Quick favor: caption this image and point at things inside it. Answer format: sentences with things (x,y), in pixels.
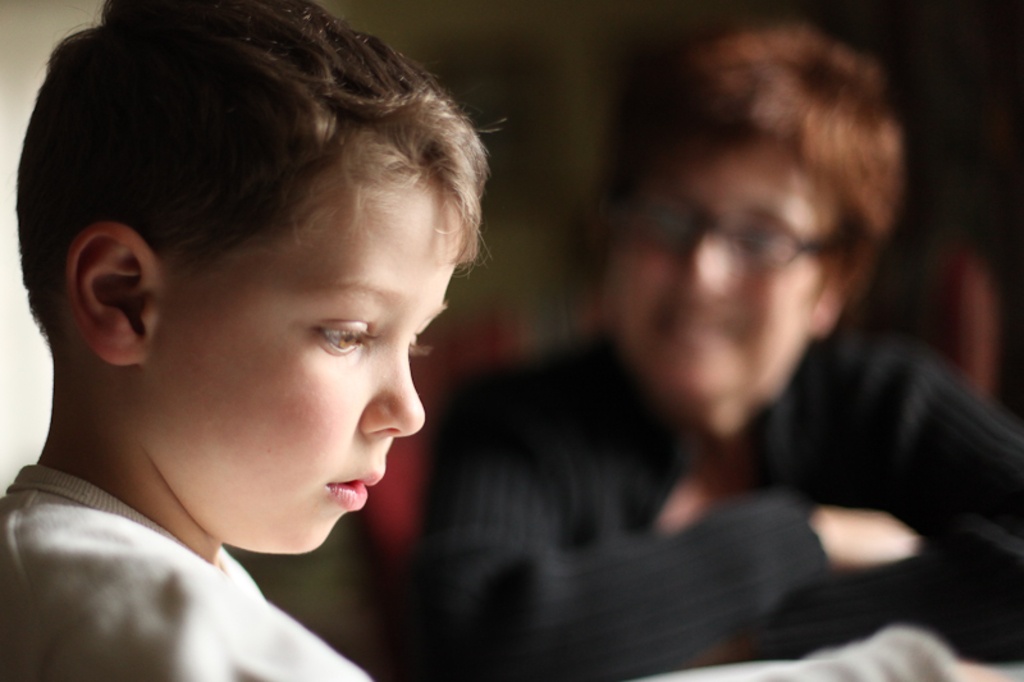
In this picture we can see a boy (187,469) and a person (625,472). Behind the people (177,315), there is the blurred background (438,14).
